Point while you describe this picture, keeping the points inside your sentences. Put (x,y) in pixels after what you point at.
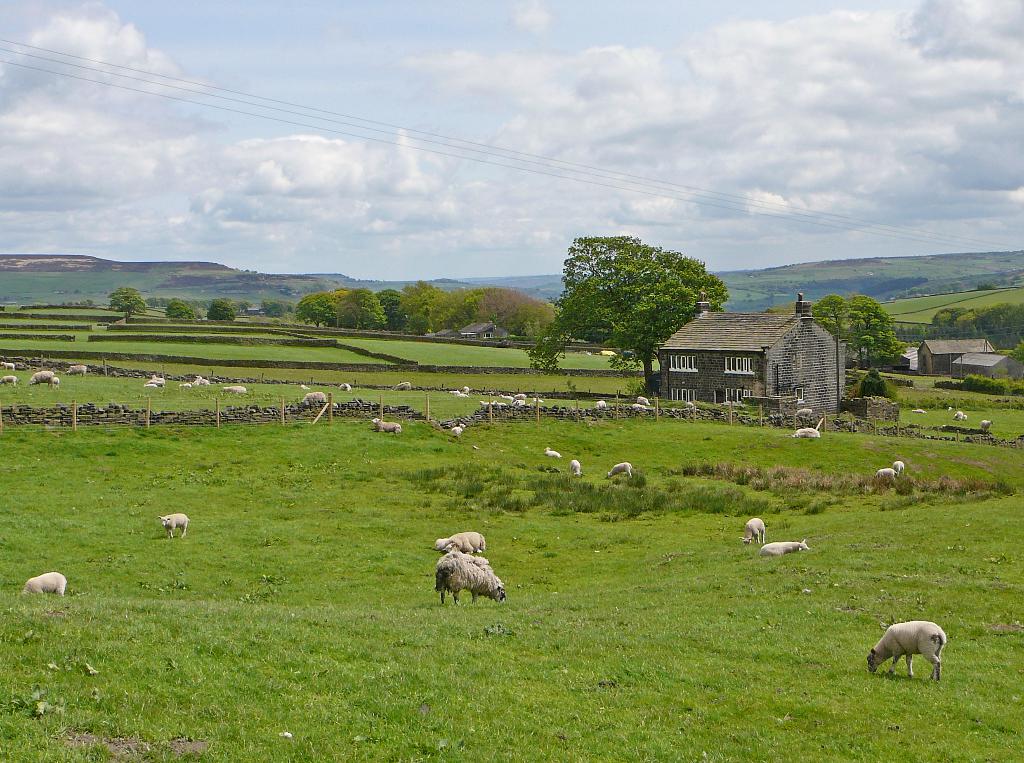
In the picture we can see a grass surface (719,724) on it, we can see some sheep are grazing the grass (918,729) and behind it, we can see a house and beside it, we can see some tree (651,381) and in the background (365,316) also we can see some trees (475,319), hills (134,287) and sky (429,211).
